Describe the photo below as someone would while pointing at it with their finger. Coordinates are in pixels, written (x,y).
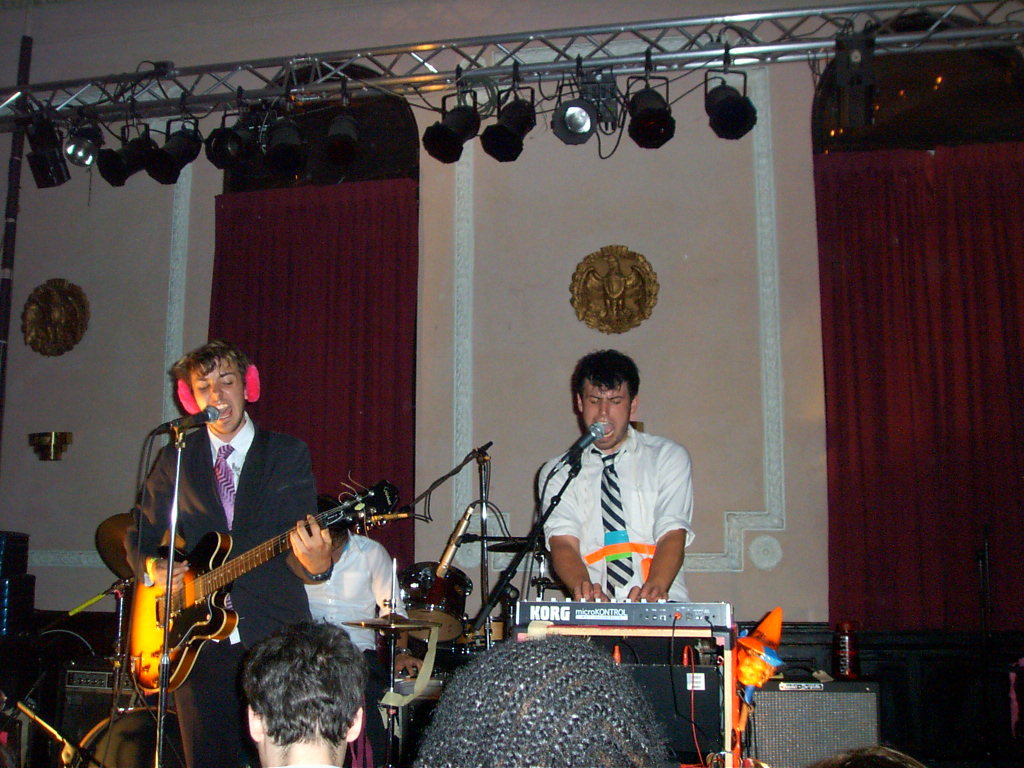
These two persons (280,585) are standing. This person (331,581) sitting. This person (282,560) holding guitar (255,551) and singing. There is a microphone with stand (118,636). These are audience (323,634). On the background (497,240) we can see wall (676,174), curtain (345,297), focusing lights (466,107).
